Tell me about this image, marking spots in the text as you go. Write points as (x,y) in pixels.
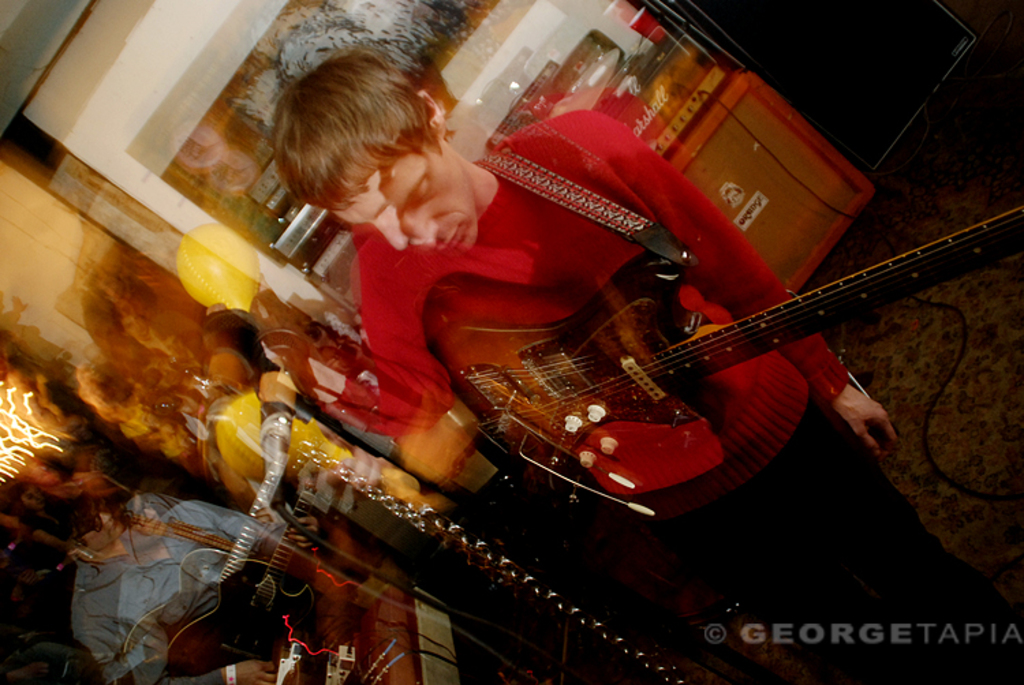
This picture shows a man (815,423) standing and holding a guitar (677,357) in his hand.
